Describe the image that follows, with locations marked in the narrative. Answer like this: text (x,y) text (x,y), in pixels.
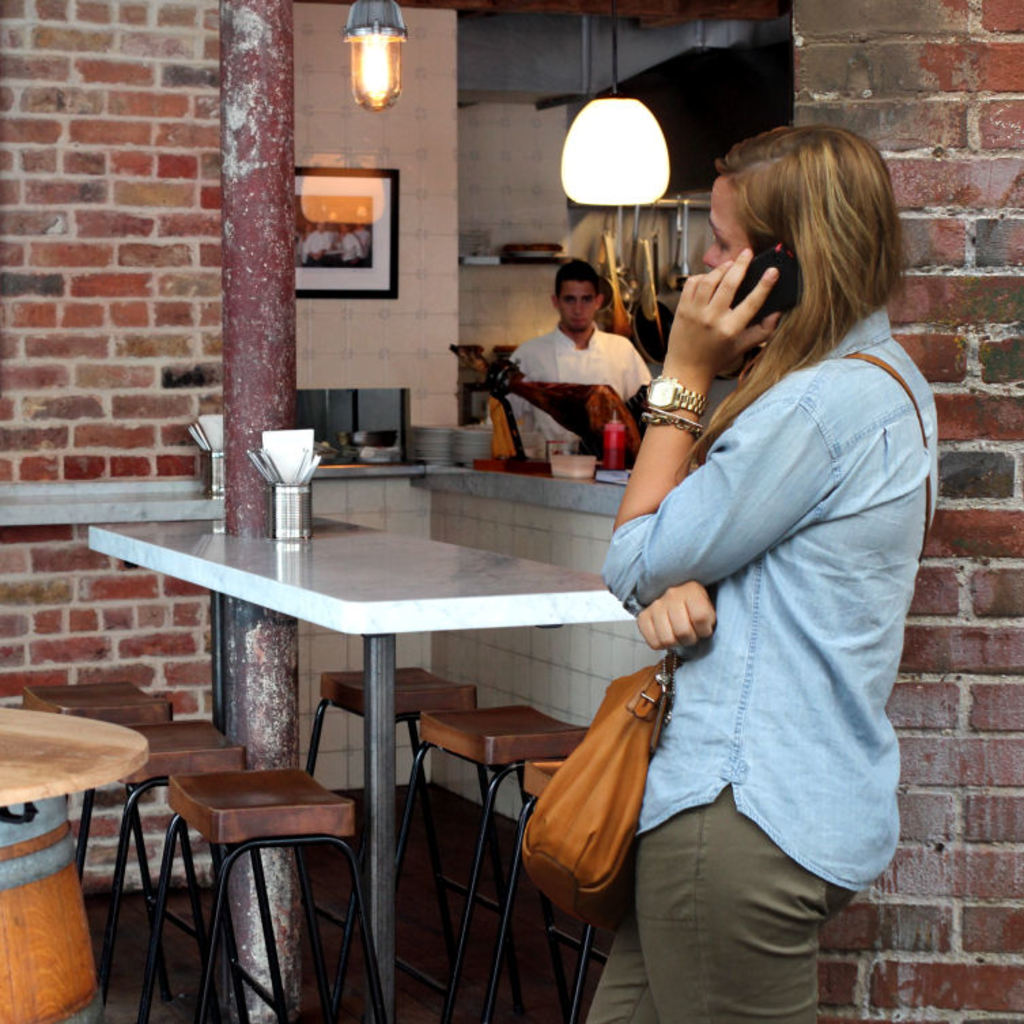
In the right side (692,749) a woman (720,712) is standing and holding a phone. In the middle (379,603) there is a light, table (377,586) chairs (339,704).
